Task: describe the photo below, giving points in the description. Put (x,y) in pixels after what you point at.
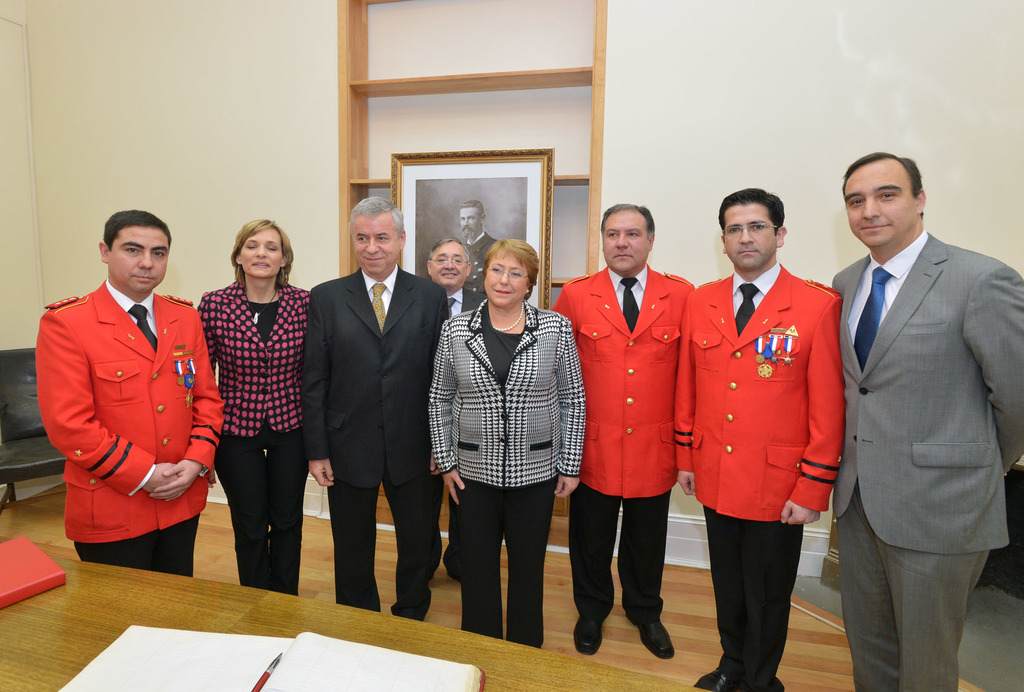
There are many people (459,374) standing. Some are wearing uniform (592,399) with badges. In front of them there is a table (142,596). On that there are books (218,664). On the book (292,670) there is a pen (272,669). In the back (209,122) there is a wall (124,76) with cupboard (472,102). Near to that there is a photo frame (500,223).
